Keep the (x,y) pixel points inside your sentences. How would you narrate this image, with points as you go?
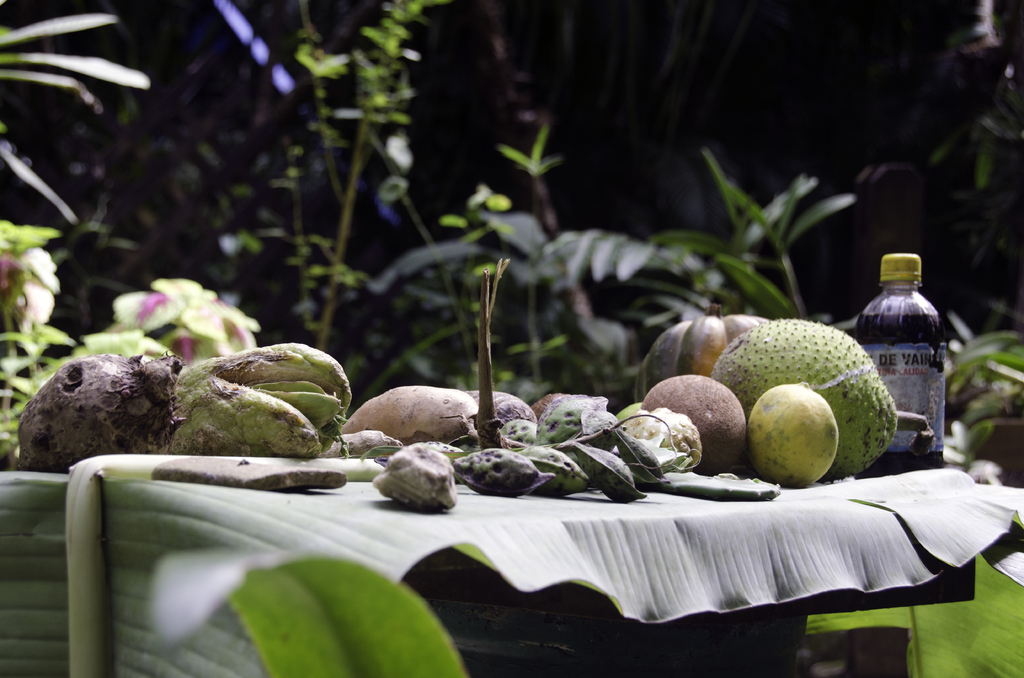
This is the banana leaf (713,561) placed on the table (590,626). These are different types of fruits (553,431) placed on the banana leaf (644,529). This is the bottle (895,328) with a yellow cap (894,276). At background (99,307) I can see trees (341,112) and plants (724,183).
